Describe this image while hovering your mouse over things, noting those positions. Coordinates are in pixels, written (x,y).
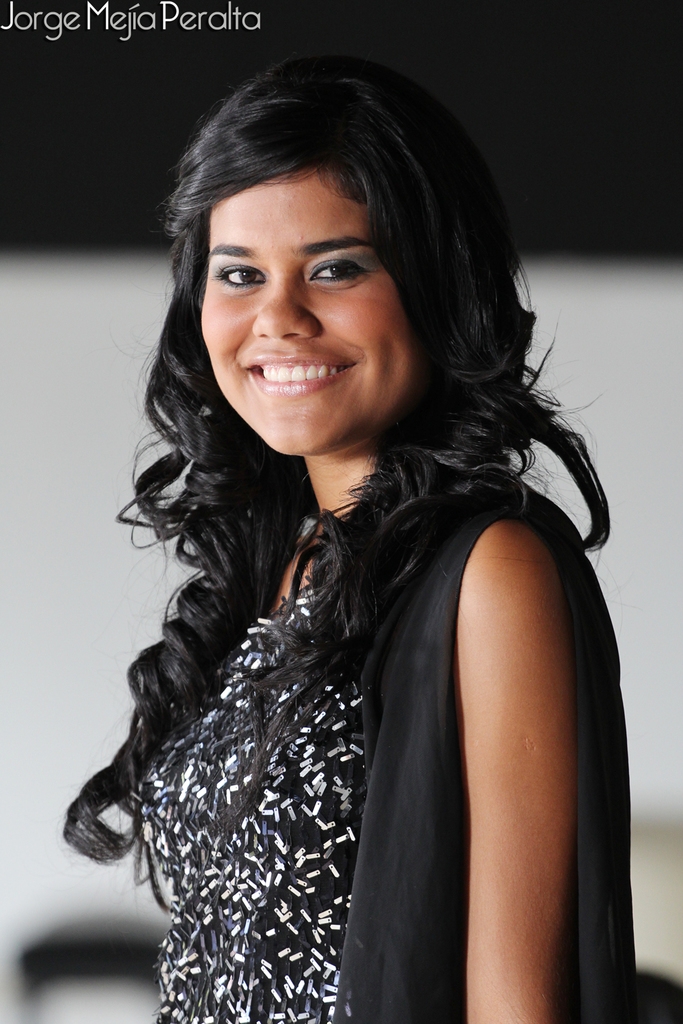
In the center of the picture (278,378) there is a woman (302,722) wearing a black dress (404,921). The background (12,591) is blurred. At the top left (106,22) there is some text (170,28).
